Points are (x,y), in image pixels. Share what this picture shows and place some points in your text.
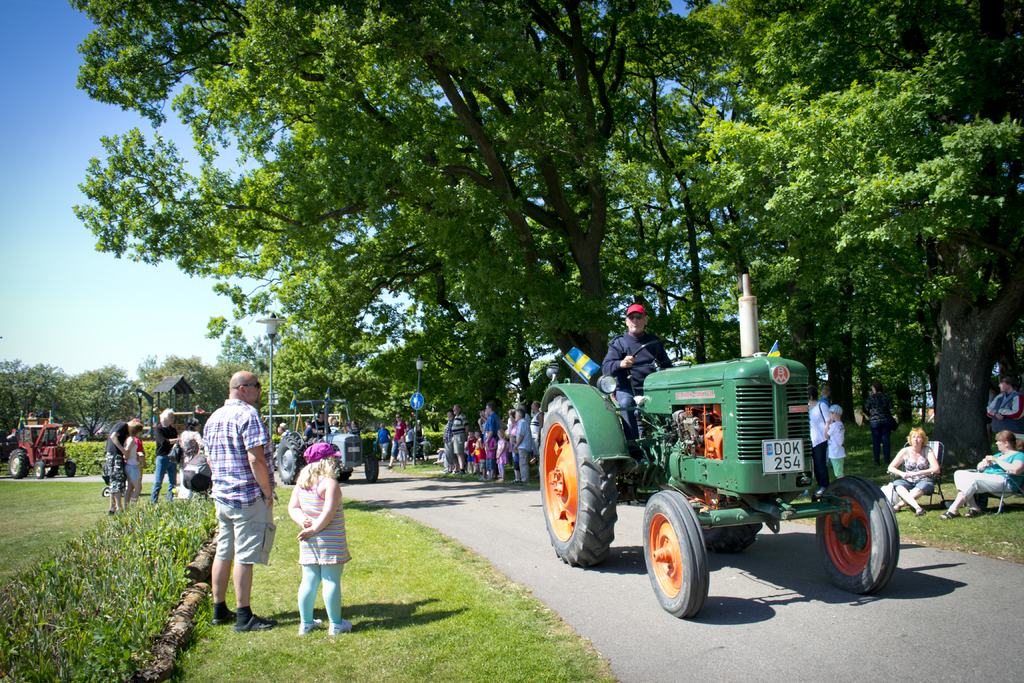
In this picture I can see there are few people (261,446) standing here and there is a road (840,652) here and there are trees (329,204), plants (97,647), poles (270,320) and the sky (169,309) is clear.
